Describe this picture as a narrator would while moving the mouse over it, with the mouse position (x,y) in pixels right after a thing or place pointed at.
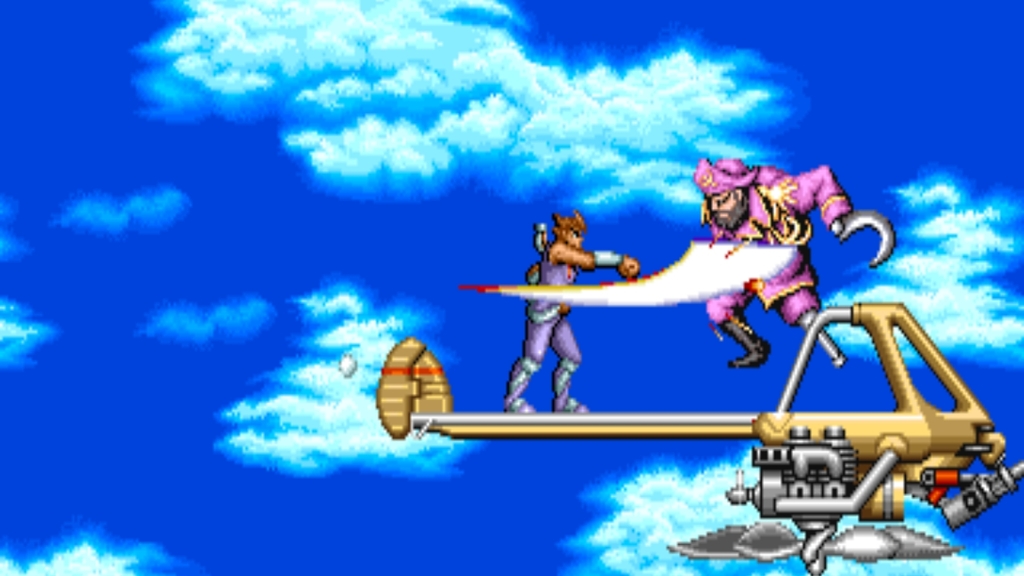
This is an animated image. On the right (894,426) we can see a vehicle (840,429) is in the air and we can see a person (538,284) standing on the vehicle (851,423) and we can see another person (803,215) holding some object (718,251) and flying in the air. In the background (817,51) we can see the sky (212,91) with the clouds (522,136).
